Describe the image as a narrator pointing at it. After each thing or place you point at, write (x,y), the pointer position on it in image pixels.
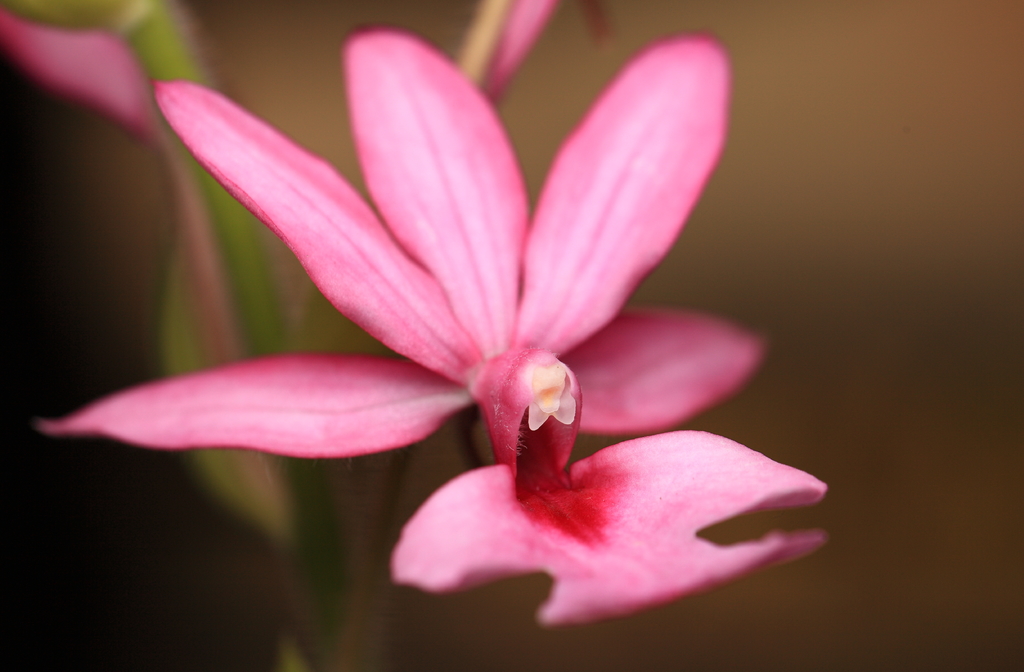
In this image in the foreground (563,361) there is a flower (431,317), and in the background (196,318) there is one plant (213,220) and the background (831,246) is blurred.
